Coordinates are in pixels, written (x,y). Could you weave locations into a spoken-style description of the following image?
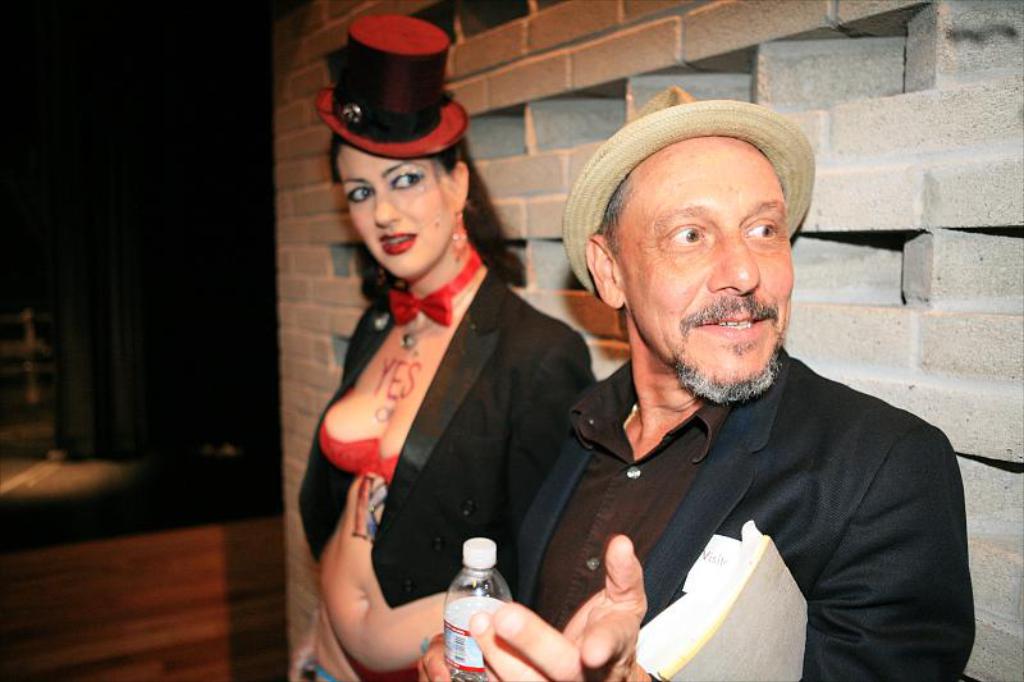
In this image there is a person (599,502) standing and holding a book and a water bottle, and at the background (618,66) there is another person (381,609) standing, wall (296,218).
